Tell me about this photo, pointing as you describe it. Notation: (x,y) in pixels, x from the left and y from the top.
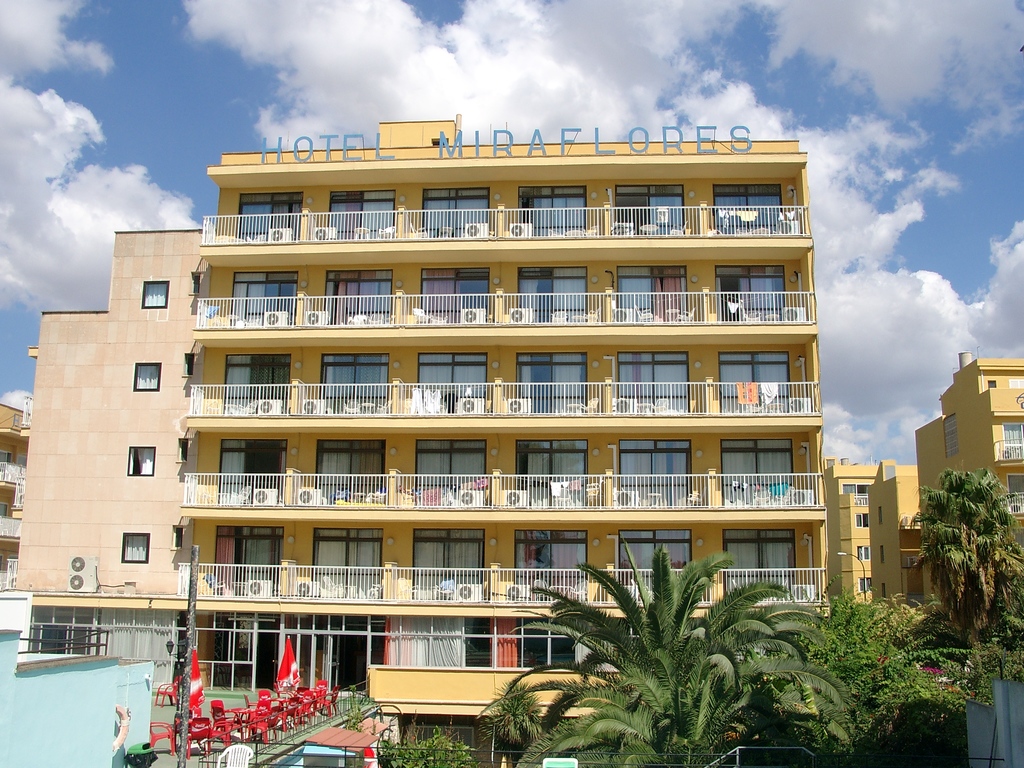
This image consists of a building (237,293). At the top (703,148), there is a text (677,143). It looks like a hotel (526,316). And there are many air conditioner units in the building (575,528). At the bottom (639,766), there are trees (534,680). On the left (222,716), there are chairs (266,702) and table (238,712). At the top (251,128), there are clouds (366,36) in the sky (817,86). On the right (917,513), there are more buildings (908,510).
